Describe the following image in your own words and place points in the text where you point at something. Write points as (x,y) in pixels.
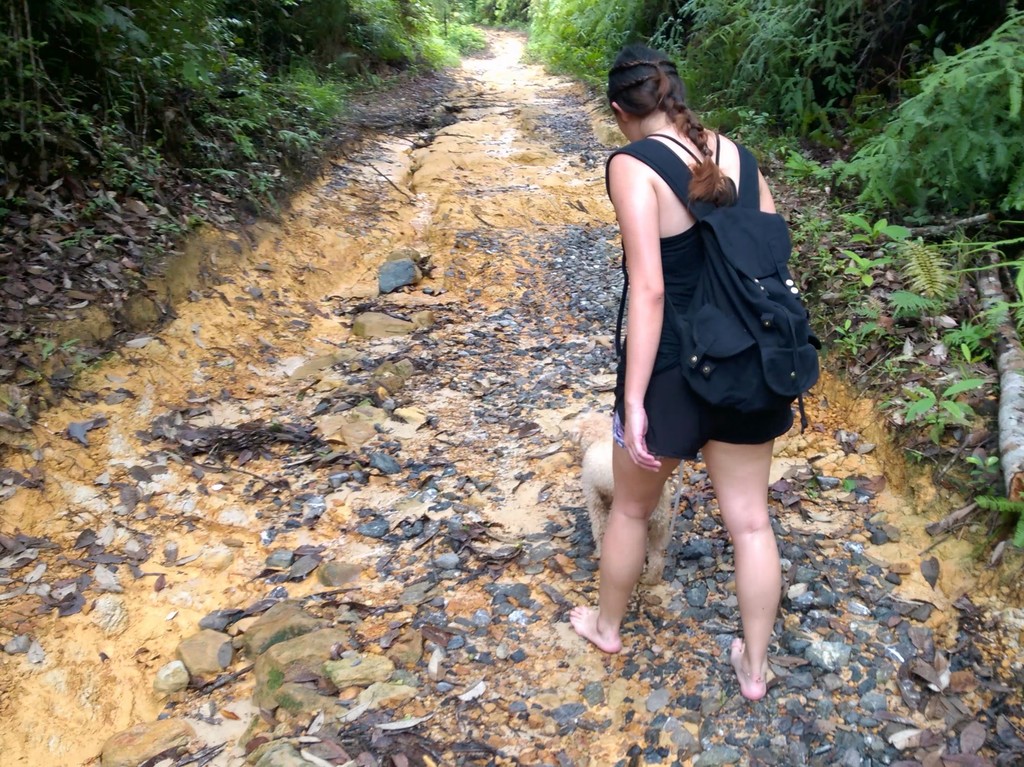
In this image I can see a woman (659,186) is standing, I can see she is wearing black dress (659,400) and she is carrying a bag (751,197). I can also see number of trees (62,130).
